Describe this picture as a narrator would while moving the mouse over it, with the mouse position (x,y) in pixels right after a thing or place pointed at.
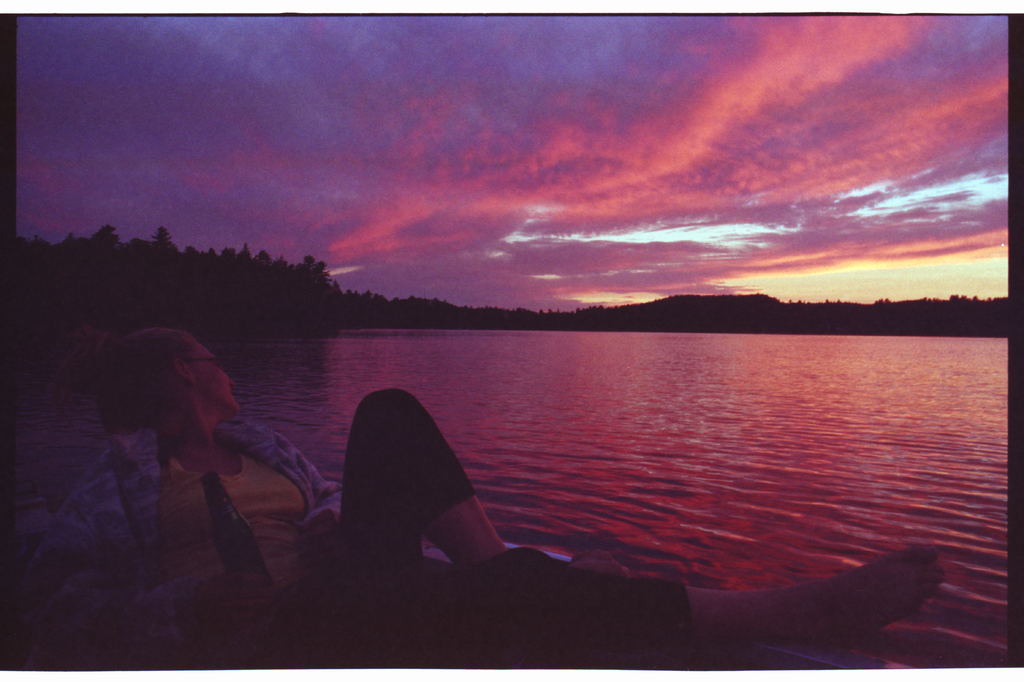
In this picture there is a woman (141,520) holding a wine bottle (253,552) in her hand (231,573) and sitting on an object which is on the water (610,543) and there are few trees (448,308) in the background (853,312) and the sky (649,183) is cloudy.
